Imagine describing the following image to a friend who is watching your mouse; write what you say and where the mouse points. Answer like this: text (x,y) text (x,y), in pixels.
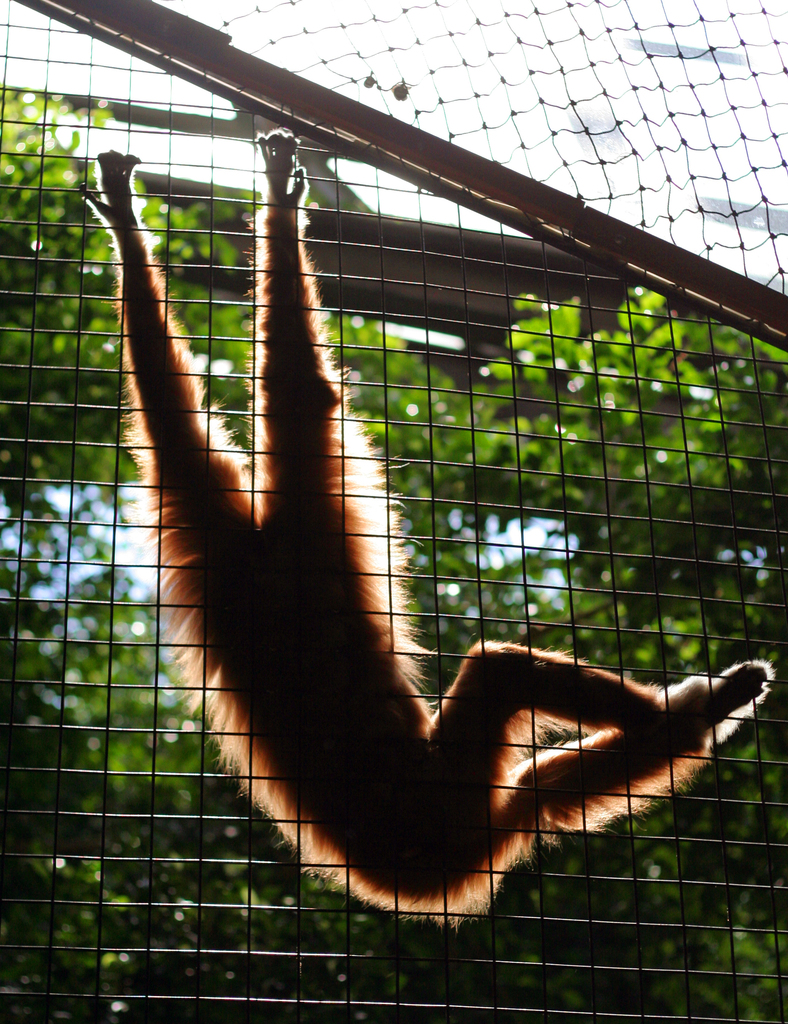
The monkey (548,812) is highlighted in this picture and it is holding a fence (495,469). Far there are trees (599,453), it is in green color. Sky (651,201) is in blue color.
